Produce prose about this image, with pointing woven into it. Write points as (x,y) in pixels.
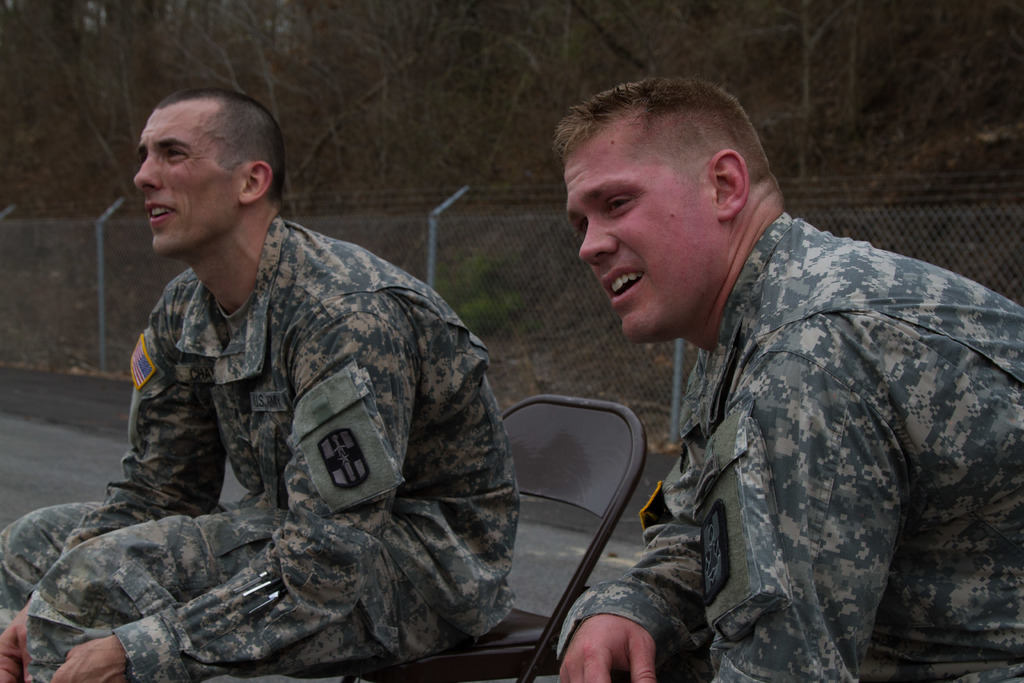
In this picture we can see a person (221,210) sitting on a chair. There is another person (776,452) visible on the right side (986,475). We can see some fencing (76,236) from left to right. Few trees (287,51) are visible in the background (934,44).
